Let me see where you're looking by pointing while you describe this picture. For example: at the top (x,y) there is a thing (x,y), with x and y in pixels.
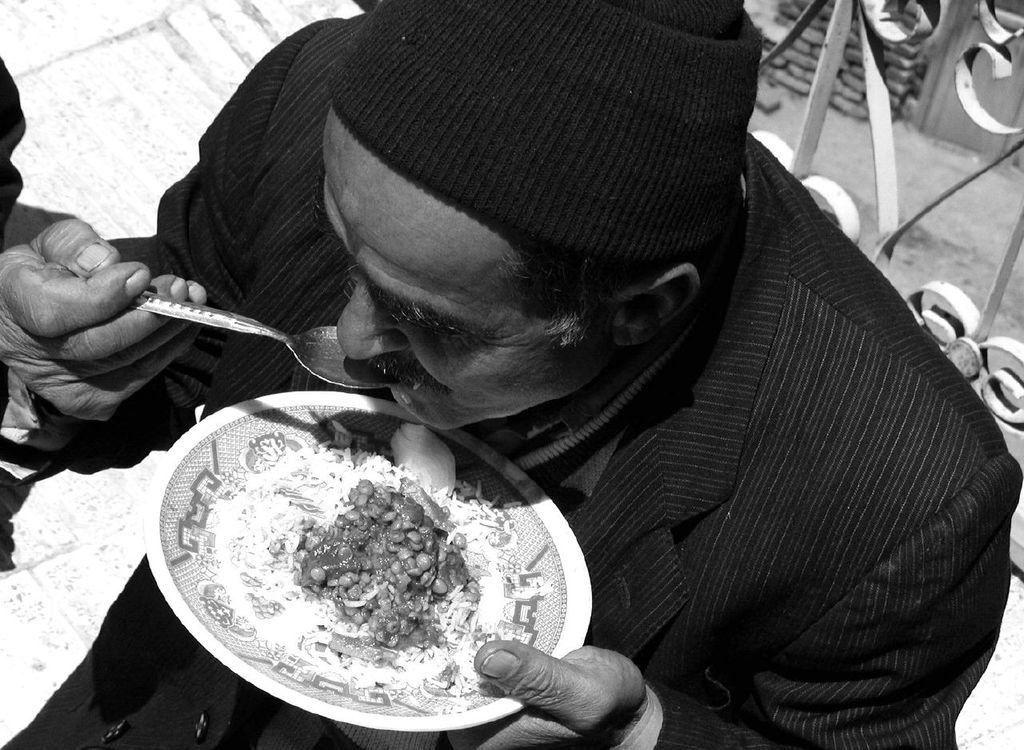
This is a black and white picture. Here we can see a man (388,360) who is holding a plate (306,688) and eating some food (270,535) with the spoon (319,361). This is floor (127,68) and there is a wall (856,76). And this is road (954,216).
